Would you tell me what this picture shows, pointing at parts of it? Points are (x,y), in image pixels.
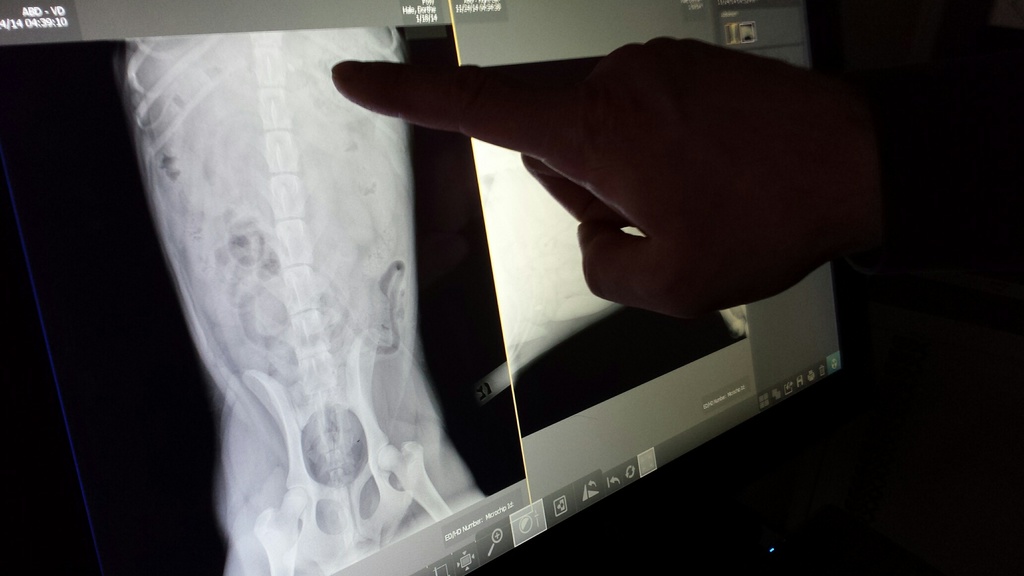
In this image we can see the hand (711,174) of a person (557,149) placing his hand (435,103) in front of the monitor (220,215). In the monitor (471,362) we can see the x ray (605,353). The background is dark.
